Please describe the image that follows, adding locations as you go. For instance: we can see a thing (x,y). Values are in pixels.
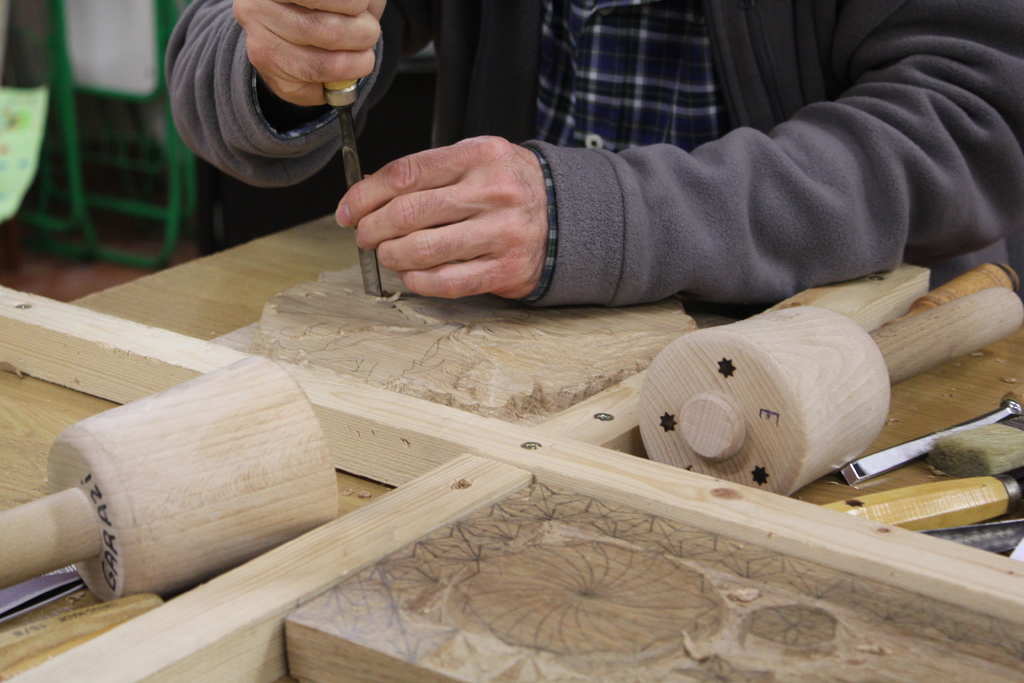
In this image, we can see a person (660,255) is chiseling a wood (400,334) using a tool (372,266). Here we can see some wooden pieces (813,353), wooden board (569,548), some brush (979,455), tools (989,497). Left top corner, we can see few objects (139,211) and floor (75,267).
